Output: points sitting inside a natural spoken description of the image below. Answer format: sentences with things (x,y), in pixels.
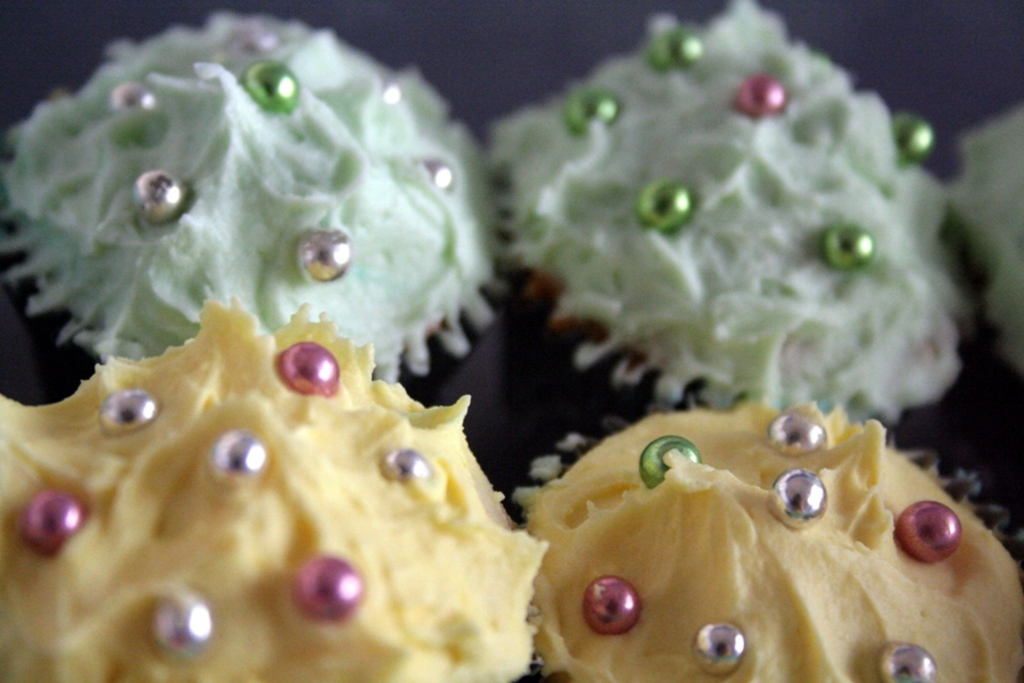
In this image we can see food items (57,472). On the food (165,245) we can see few circular objects (170,191).
